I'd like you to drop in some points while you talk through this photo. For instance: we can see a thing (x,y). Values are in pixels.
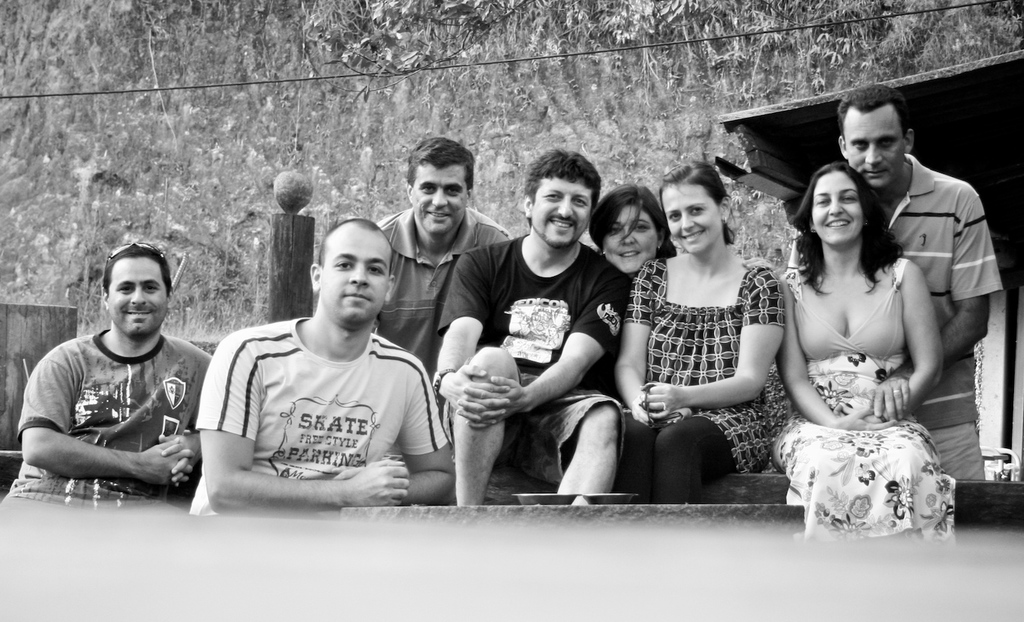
In this picture we can see group of people (686,398), few are seated and few are standing, behind them we can see a cable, and it is a black and white photograph, in the background (667,12) we can find few plants (785,37).
